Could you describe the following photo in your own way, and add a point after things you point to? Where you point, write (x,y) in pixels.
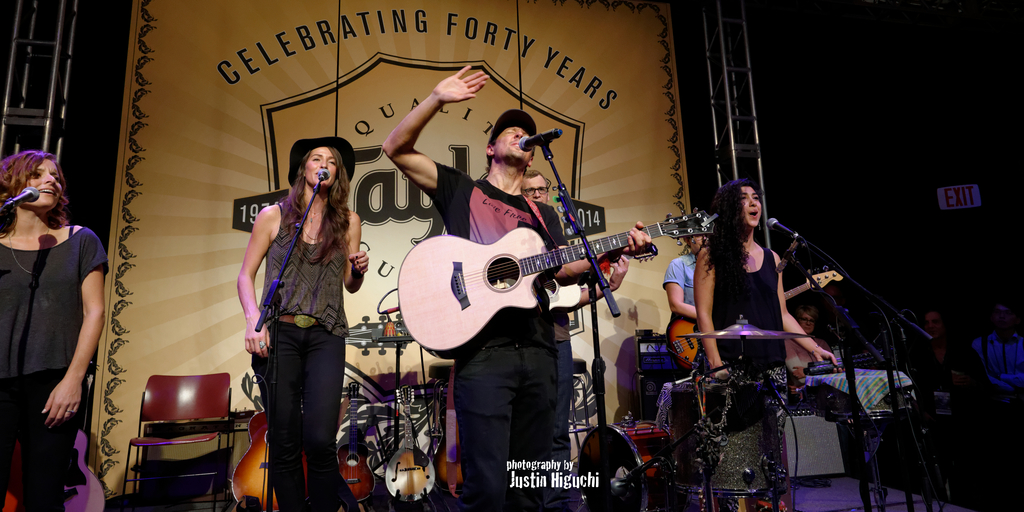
in this image i can see people (766,342) standing and singing. the person (494,372) at the center (482,293) is holding a guitar (522,261). at the right (742,371) there are drums (749,336). at the back (316,55) there is a banner (190,113) on which it's written as celebrating forty years.
